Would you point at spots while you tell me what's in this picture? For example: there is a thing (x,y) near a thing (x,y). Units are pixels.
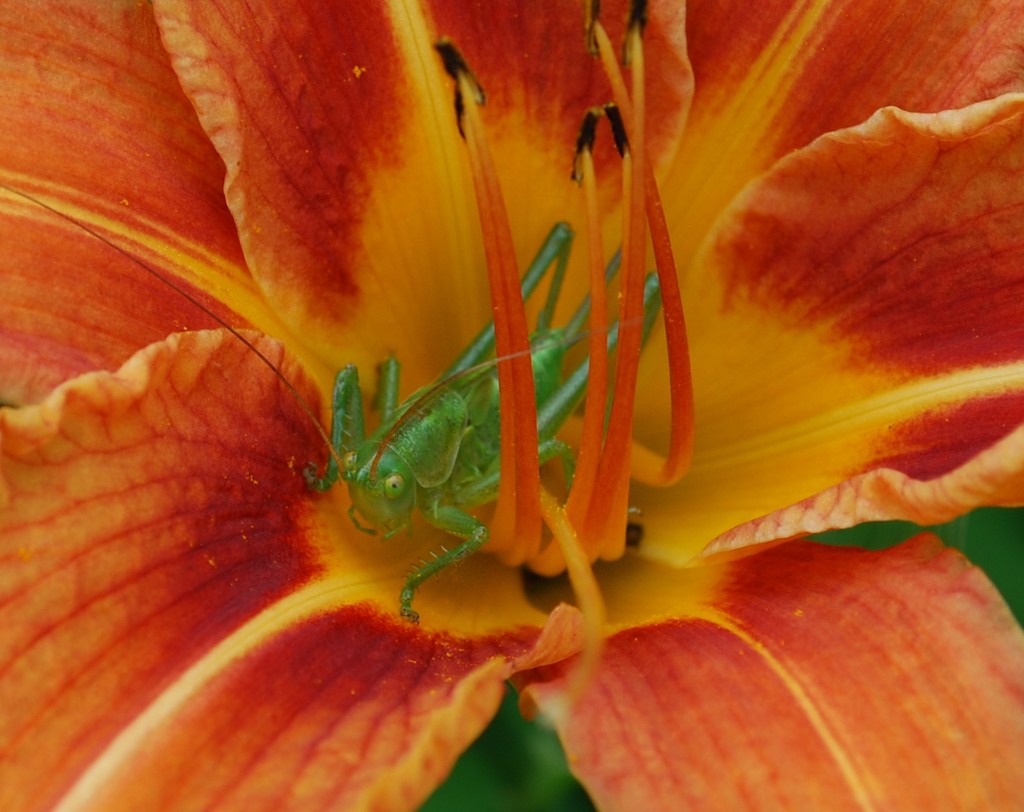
In this image, It looks like a grasshopper (550,455), which is on the flower (604,604). This flower (170,646) looks orange and yellow in color. The background (493,809) looks green in color.
